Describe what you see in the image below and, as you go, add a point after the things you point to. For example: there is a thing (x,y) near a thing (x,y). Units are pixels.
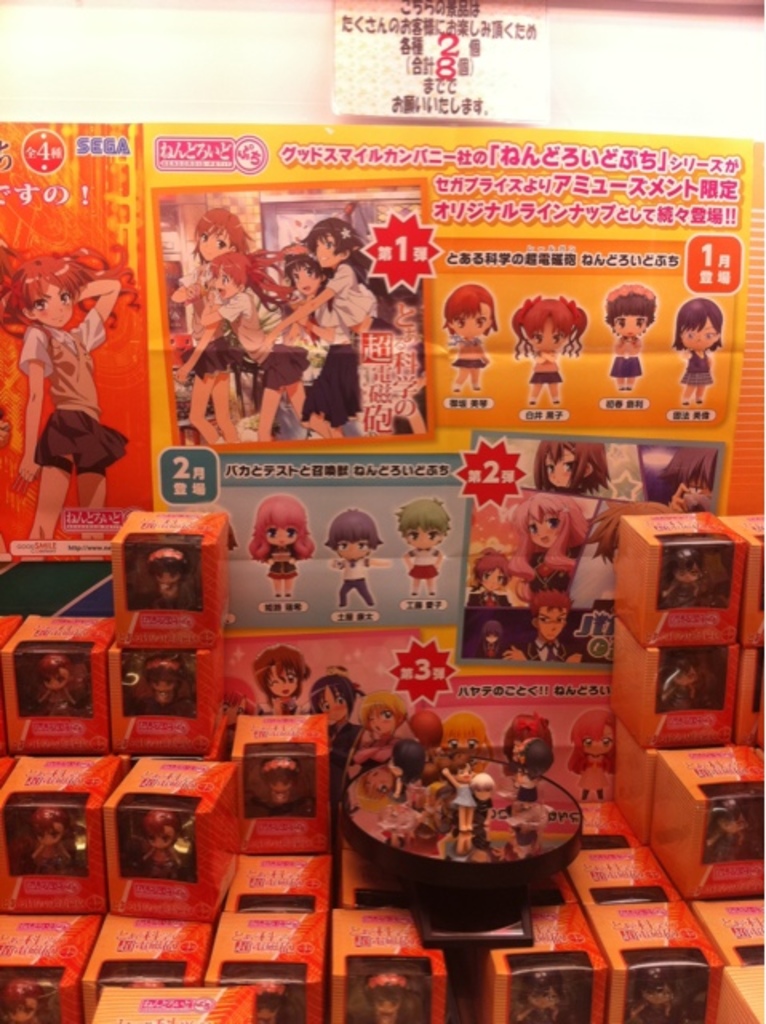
In this image, there are some boxes (53,718) in front of the banner (431,298). There are some toys (418,770) at the bottom of the image (396,770).
